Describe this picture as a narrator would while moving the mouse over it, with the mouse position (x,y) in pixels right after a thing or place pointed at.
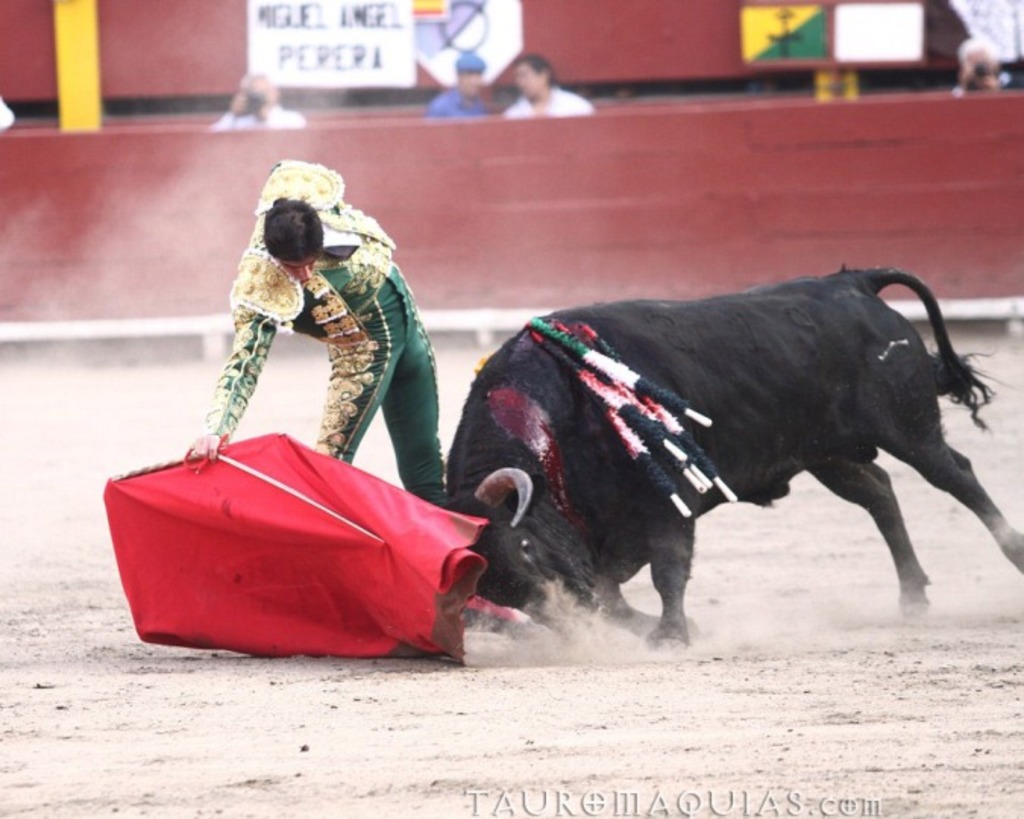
In this image there is a person (323,423) standing on the land (458,670). He is holding a red colored cloth (253,528). Right side (726,363) there is a bull (685,533) on the land (773,719). There are people (260,92) behind the fence (561,188). There are boards (289,21) attached to the wall (219,93). There is a person (235,107) holding a camera (257,106).
